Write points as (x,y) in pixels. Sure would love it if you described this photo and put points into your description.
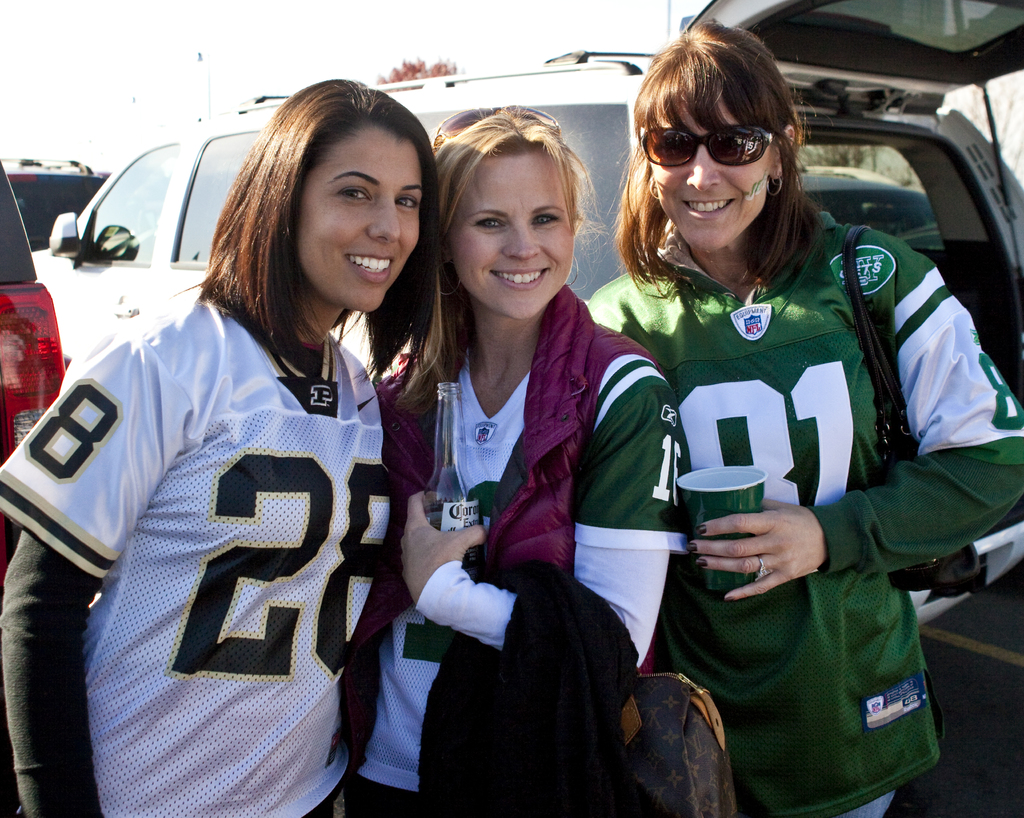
In this image we can see three lady persons (493,377) two were wearing green color dress (685,336), one is wearing white color dress (156,546) and persons (854,402) wearing green color dress (716,360) carrying bags (895,440) holding some cups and bottles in their hands (779,541) and in the background of the image (43,283) there are some cars (26,381).
